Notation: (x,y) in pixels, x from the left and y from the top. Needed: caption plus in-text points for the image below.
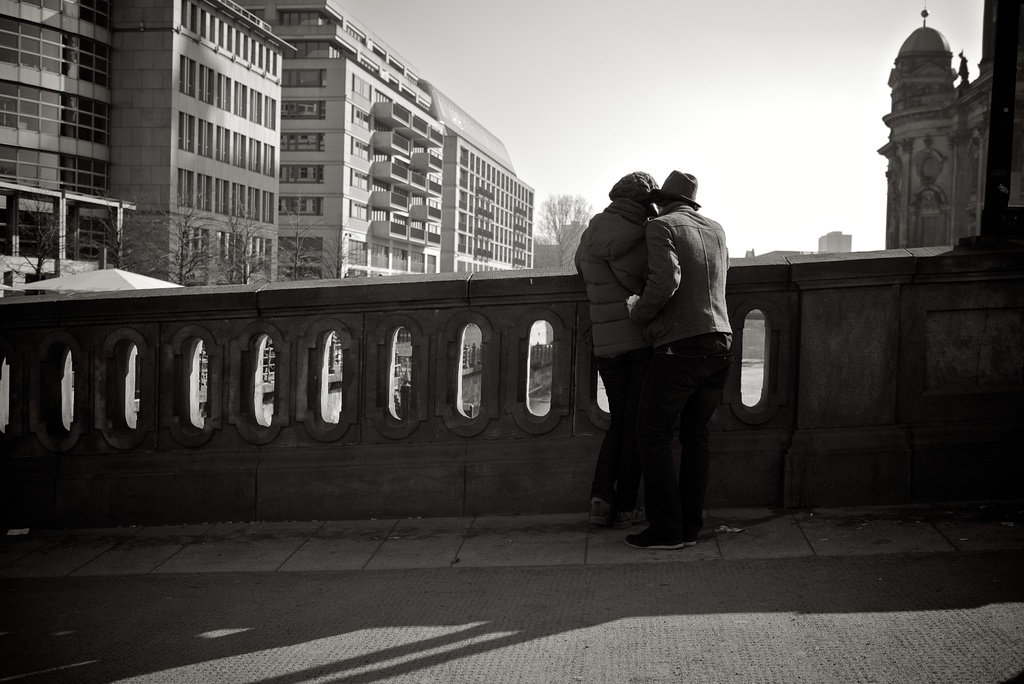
In this picture I can see buildings (396,183), trees (274,234) and couple of them (611,344) standing on the bridge (385,329) and I can see water (548,403) and looks like a tent (97,287) on the left side (136,279) and I can see a clear sky (574,85).
